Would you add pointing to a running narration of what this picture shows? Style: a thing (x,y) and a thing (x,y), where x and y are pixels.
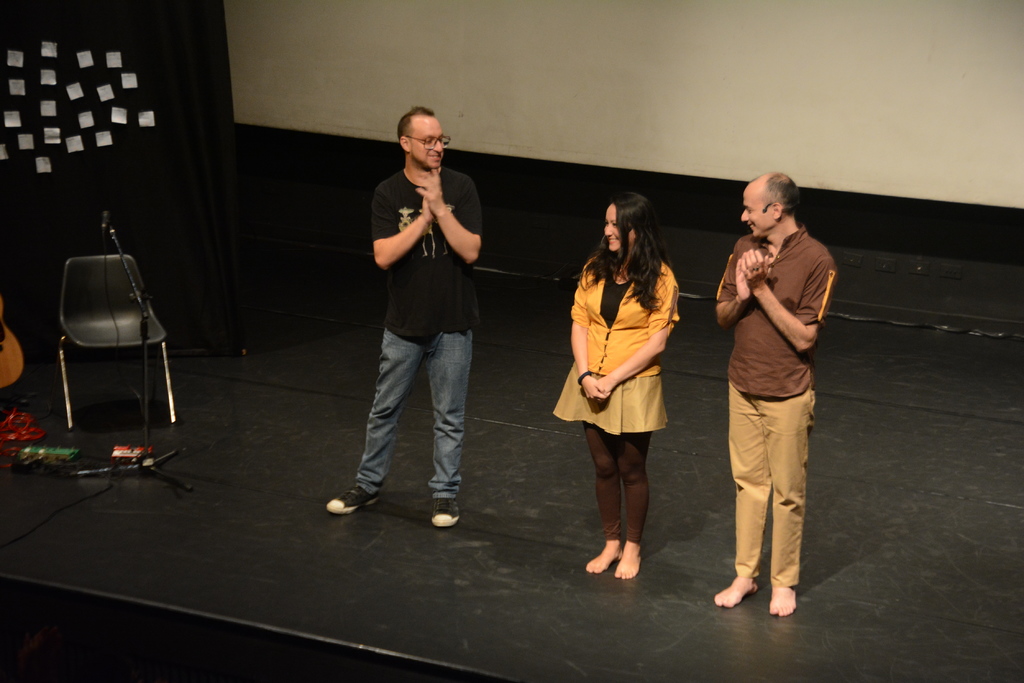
In this image we can see two men (761,378) and a woman (634,368) standing and smiling on the stage (551,574). Image also consists of a mike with a stand (147,435), red color wires (22,439), a black chair (67,327) and also the curtain (182,97) to which papers (51,140) are attached. In the background (582,90) we can see the plain wall (790,86).
